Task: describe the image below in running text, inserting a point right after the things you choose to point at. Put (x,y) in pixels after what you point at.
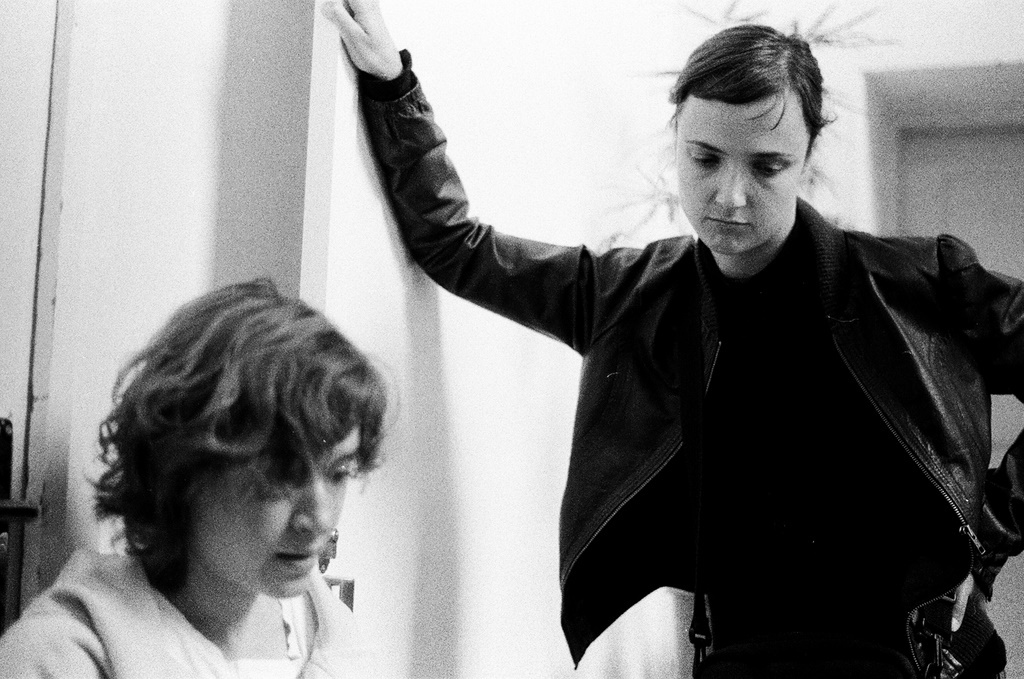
In this picture there is a black and white photographs of two girls (752,395). One is standing on the right side (826,345), wearing a black leather jacket (975,426). On the left (151,596) there is a another girl (125,620) wearing white color hoodie (295,661) and sitting down. Behind there is a white wall (76,409).
